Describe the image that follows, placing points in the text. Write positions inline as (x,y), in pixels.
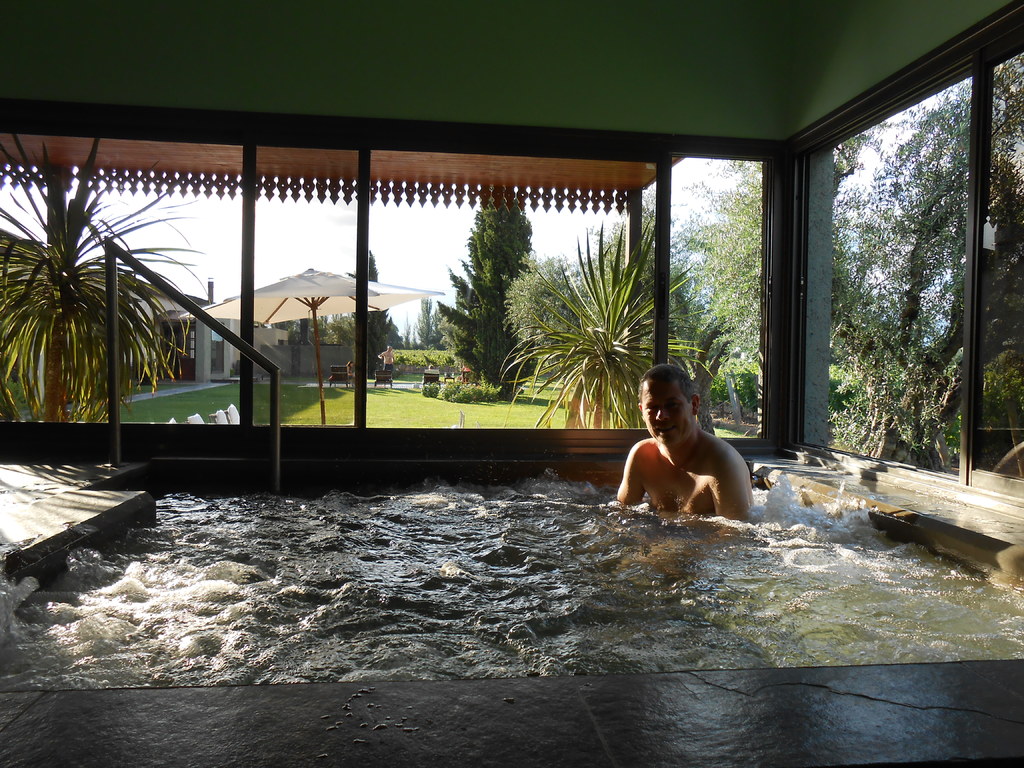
In this image I see a pool (564,605) in which a man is bathing. In the background (729,326) I see an umbrella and a lot of trees (938,167) and a garden (390,415) in it and above that I see a pretty clear sky (257,236).
